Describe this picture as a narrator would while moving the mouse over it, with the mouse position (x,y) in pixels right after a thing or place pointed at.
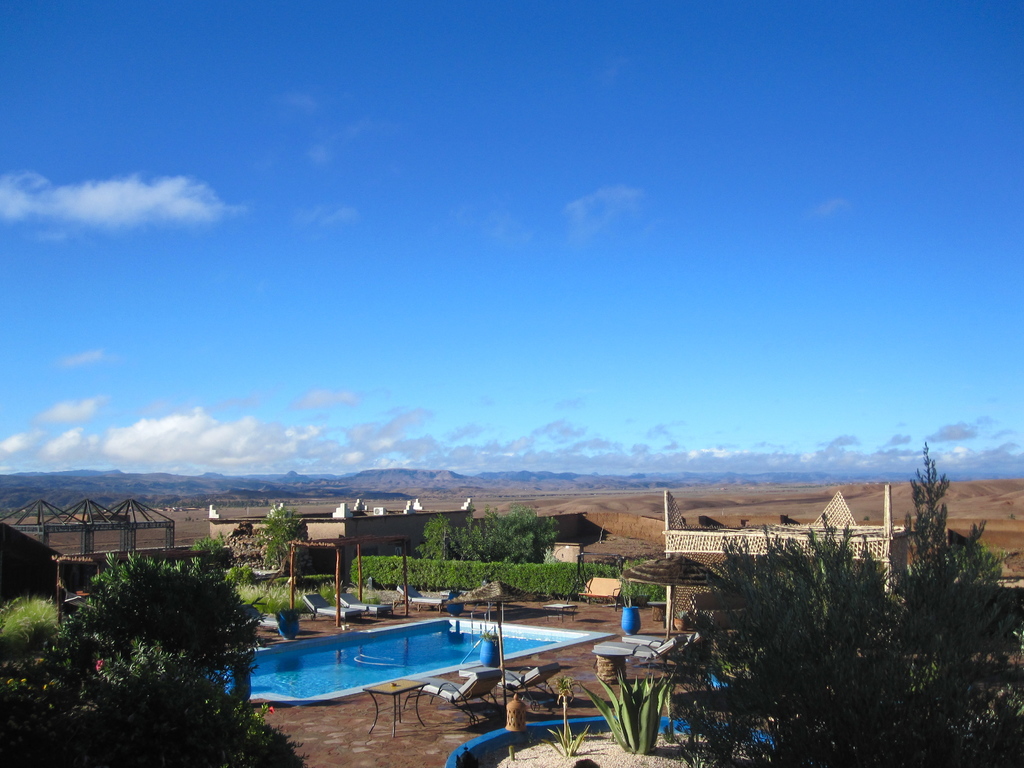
In the image there is a swimming pool (318,663) there are few chairs (315,596) and tables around that swimming pool (478,641) and it is surrounded with many plants (774,651) and trees (507,534). In the background (877,499) there is a lot of sand surface (816,489).
